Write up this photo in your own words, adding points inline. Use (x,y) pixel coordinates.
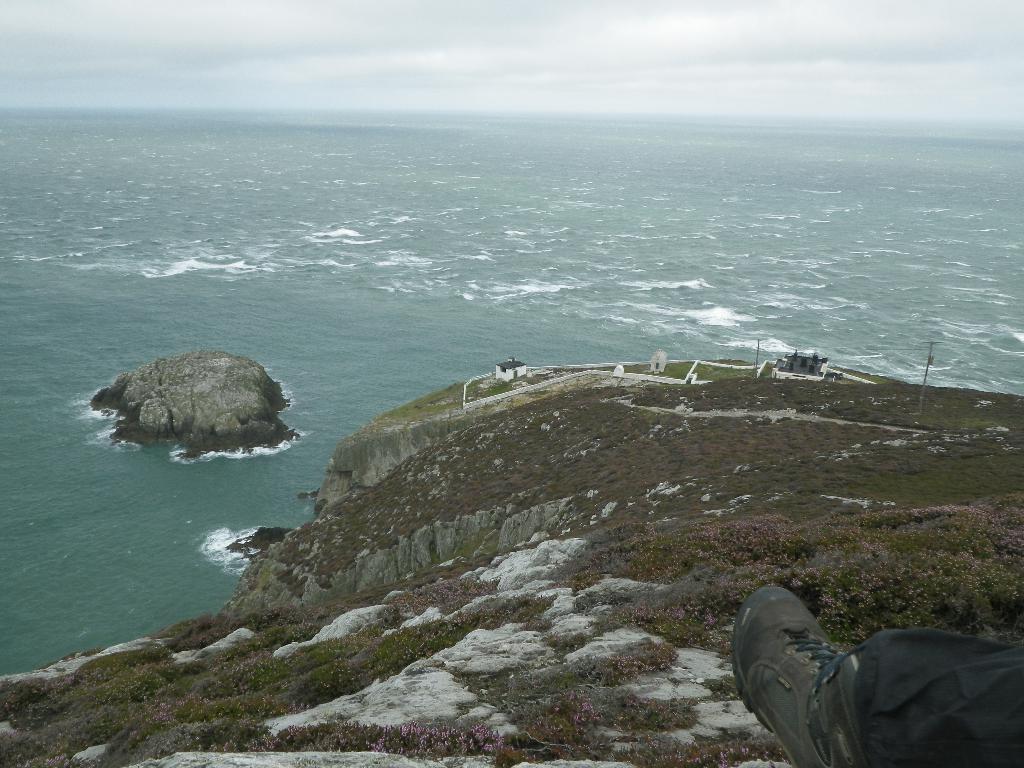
In the image in the center (396,278), we can see the sky (670,47), clouds (646,61), water (553,362), hills (753,422), grass (571,481), poles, buildings (657,349) and one shoe (807,679).
